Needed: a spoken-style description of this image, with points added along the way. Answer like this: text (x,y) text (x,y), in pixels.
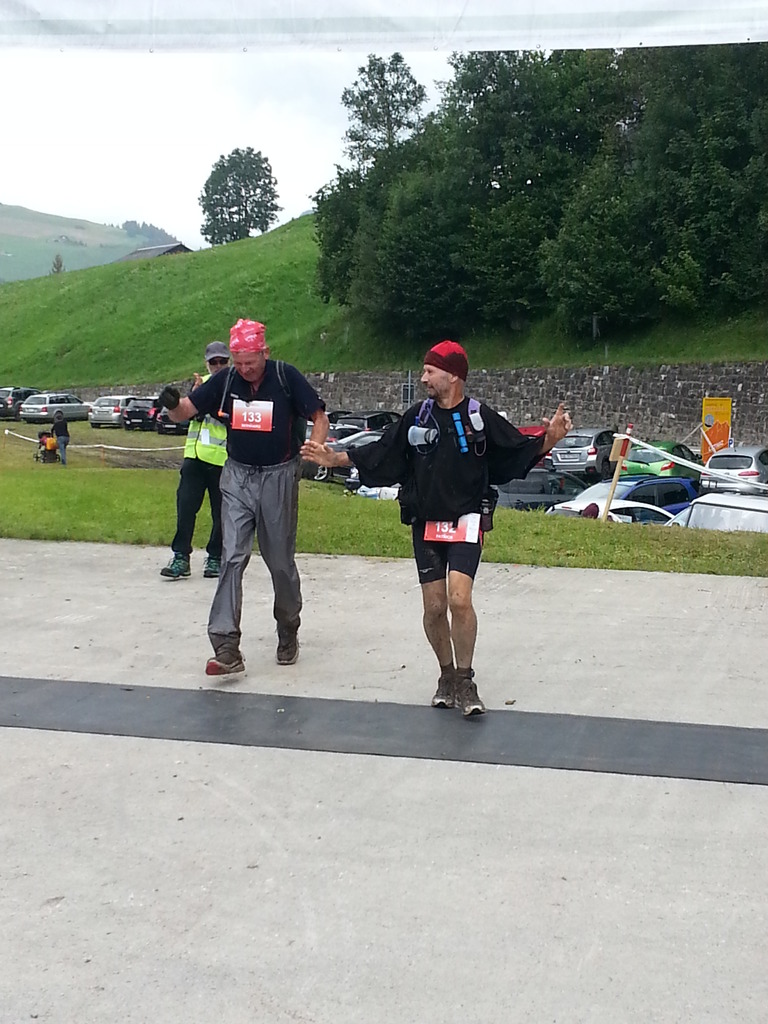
In this picture I can see some people (284,594) are on the road (325,625), behind there are few vehicles (333,419), some people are on the grass (12,454), around I can see grass (175,341), trees (678,118) and brick wall (131,385).
